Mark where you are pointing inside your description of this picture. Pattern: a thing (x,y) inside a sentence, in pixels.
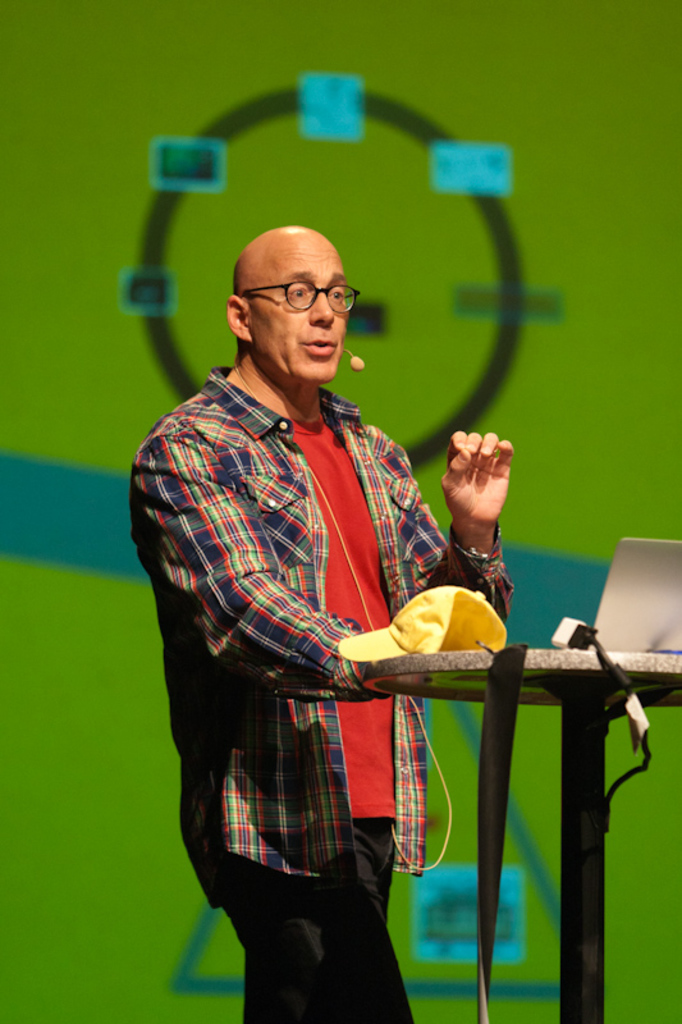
In this picture we can see a man (233,606) is standing and speaking something, there is a table (594,782) in front of him, we can see a laptop (636,639), a cap (477,624) and a wire (595,646) on the table (576,699), we can see a green color background (487,118).
